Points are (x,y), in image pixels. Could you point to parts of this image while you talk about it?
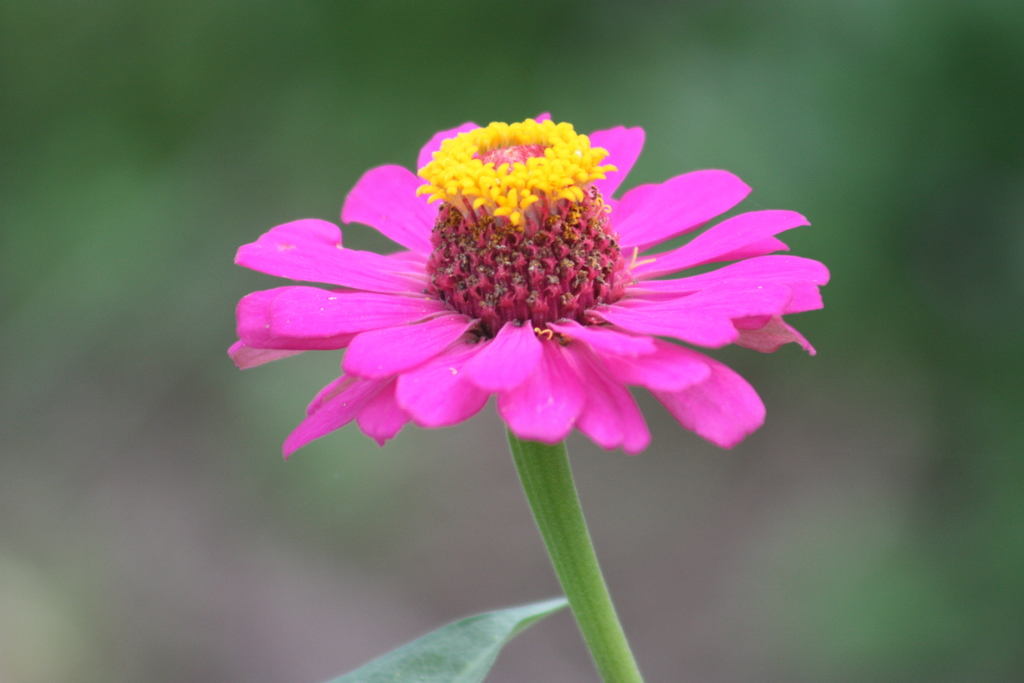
In this picture, we see a flower (774,325) and this flower (593,376) is in pink and yellow color. In the background (433,13), it is green in color and this picture is blurred in the background (317,555).
